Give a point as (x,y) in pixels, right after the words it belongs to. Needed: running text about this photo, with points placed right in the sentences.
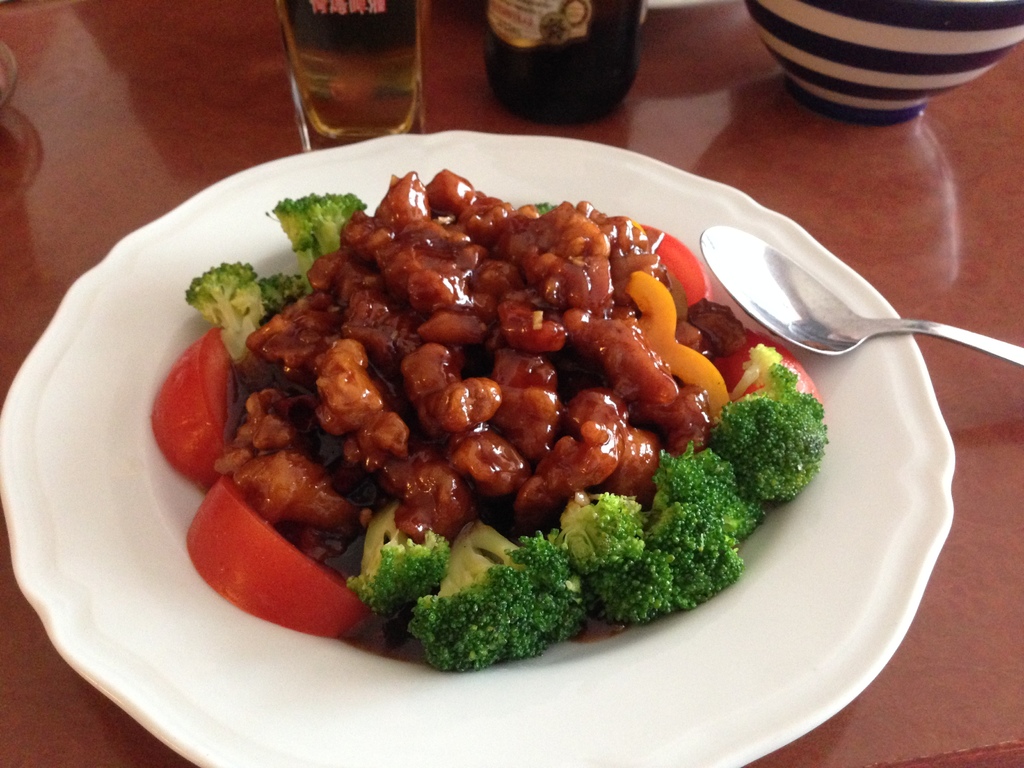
In this image there is a plate (552,703) on which there is some food (488,431) like broccoli leaves (433,534), tomato pieces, capsicum (690,364), sauce (443,281) on it. Beside the plate (469,133) there are glass bottles (410,69). On the right side (781,283) there is a spoon (748,287) in the plate (720,284). On the right side (865,78) top there is a bowl (864,59). The plate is on the table (20,663).
